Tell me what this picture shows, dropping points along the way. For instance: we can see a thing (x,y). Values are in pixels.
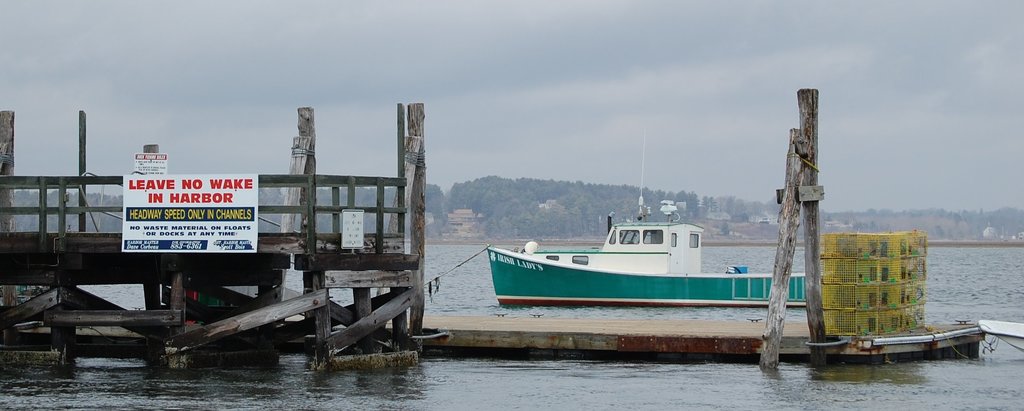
There are posters (171,245) and containers (873,300) are present on a dock (317,280) as we can see at the bottom of this image (400,339). There is one boat (630,277) present on the surface of water (459,276) as we can see in the middle of this image (551,264). There are trees (580,210) and buildings (764,216) in the background (503,232) and the sky (604,103) is at the top of this image (573,103).
